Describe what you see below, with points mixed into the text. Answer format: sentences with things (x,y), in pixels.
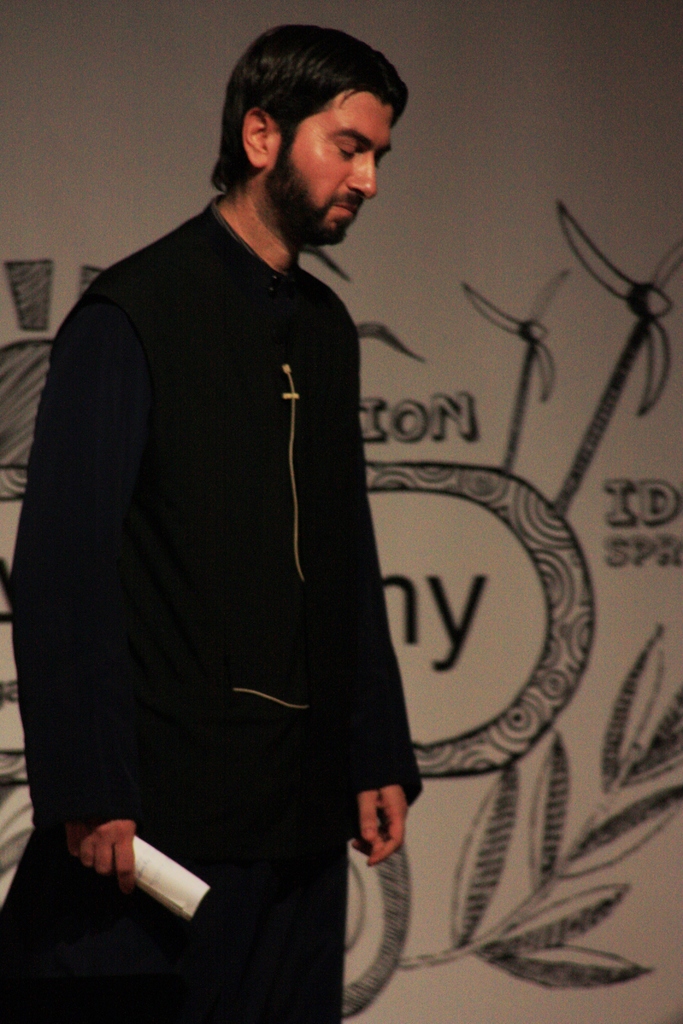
In the image there is a man (250,285) in black dress (177,454) standing in the front (110,761) holding a paper (205,896) and behind him there is a wall (513,465) with art (519,697) on it.
